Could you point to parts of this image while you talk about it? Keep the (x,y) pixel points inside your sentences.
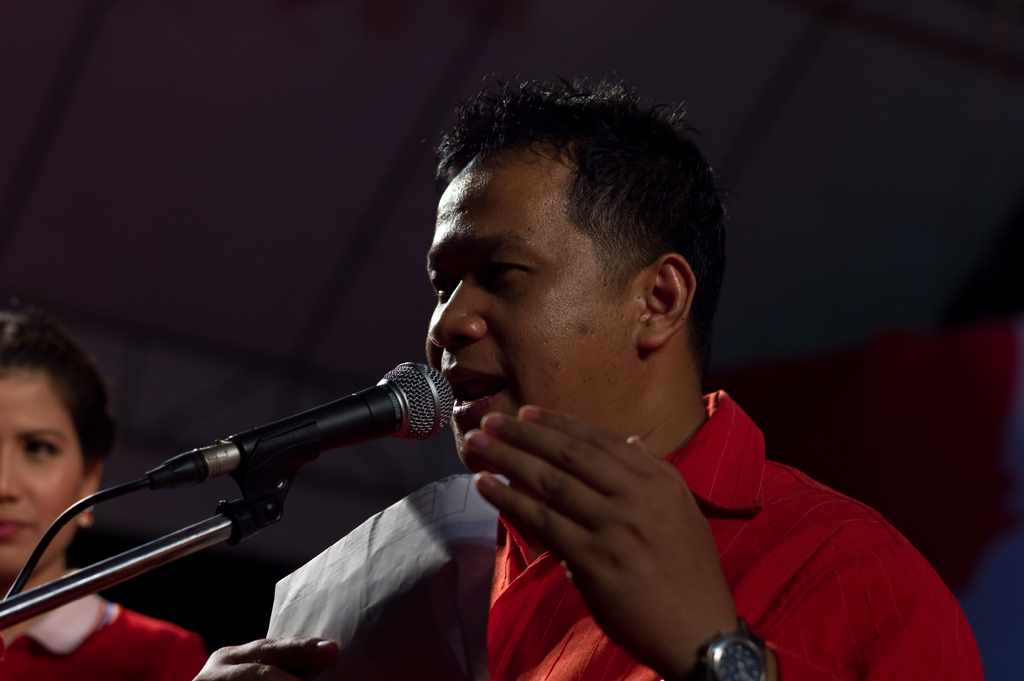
In the center of the image (461,388) we can see a man (495,570) holding a paper (387,603), before him there is a mic (410,394) placed on the stand (157,552). On the left (72,651) there is a lady (72,651).
